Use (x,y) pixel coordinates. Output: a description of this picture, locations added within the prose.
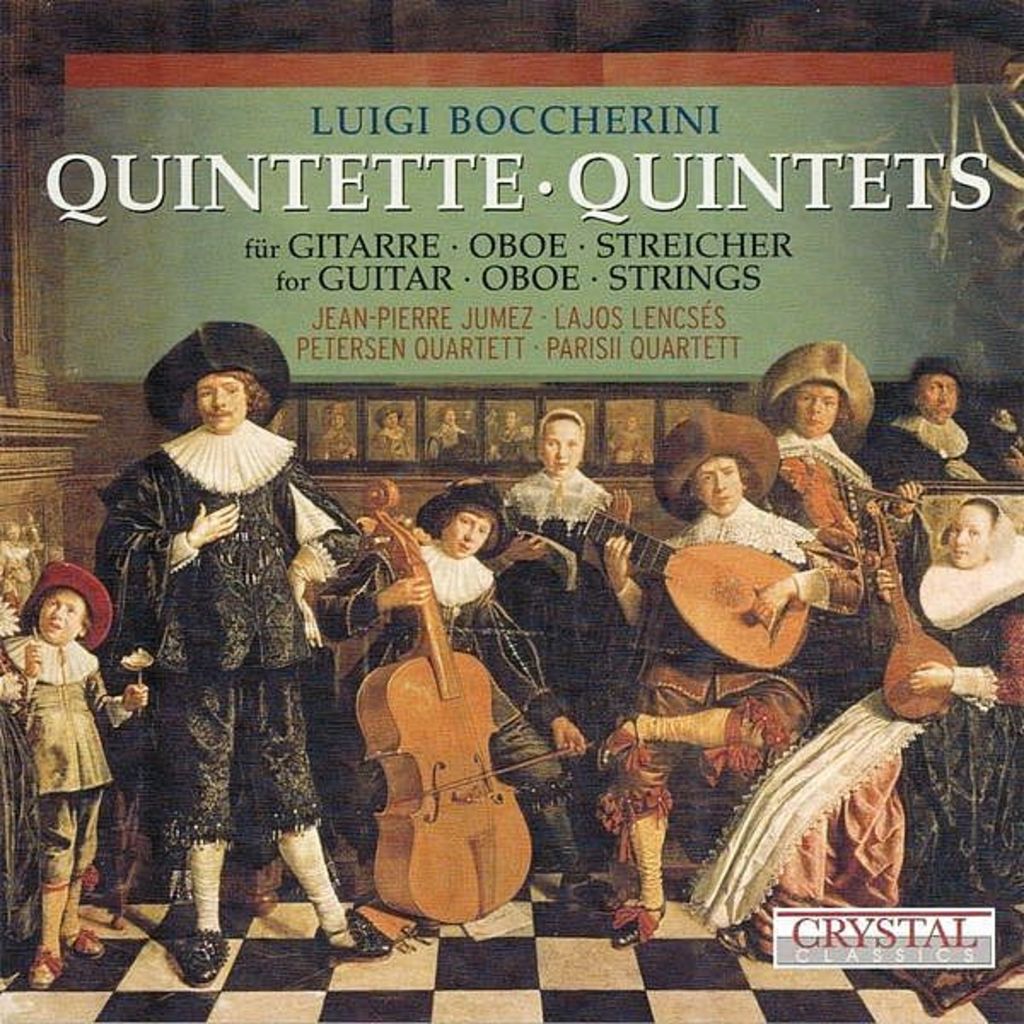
In this image I can see the group of people (637,735) with black and white dresses (310,759) and also the hats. I can see few people (547,694) are holding the musical instruments (723,608). In the back (332,326) there is a board (404,302) and I can see something written on the board (357,257).
